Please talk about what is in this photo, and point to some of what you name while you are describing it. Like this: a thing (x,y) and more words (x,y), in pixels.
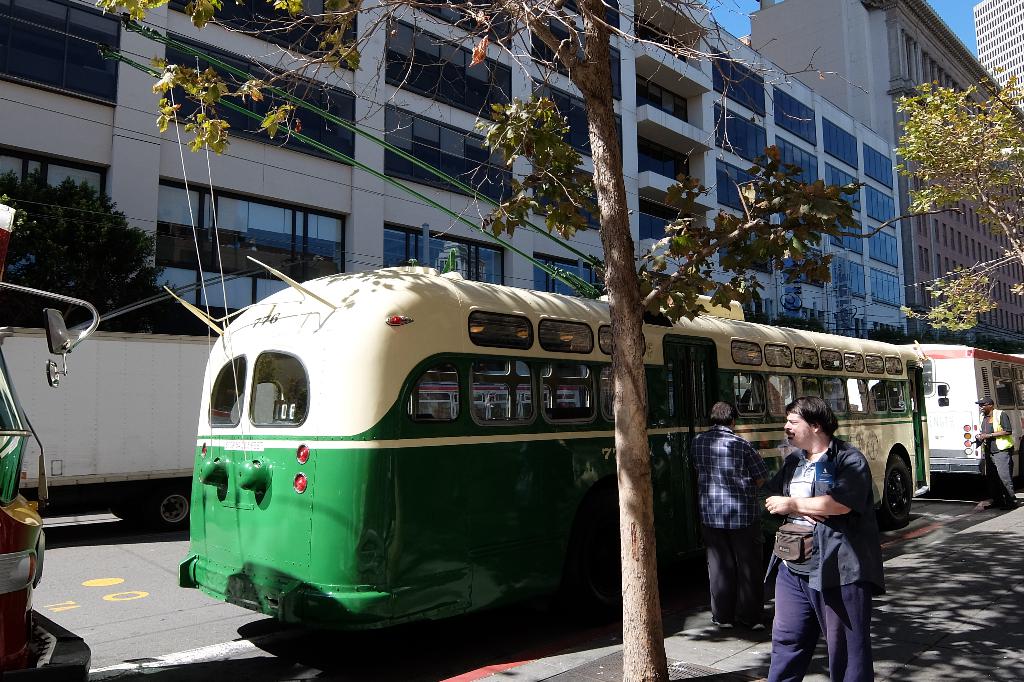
In this picture we can see vehicles (208,363) on the road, trees (153,286), buildings (674,212) with windows (227,196) and some persons (1011,453) on a footpath (935,617) and in the background (964,11) we can see sky (956,21).
